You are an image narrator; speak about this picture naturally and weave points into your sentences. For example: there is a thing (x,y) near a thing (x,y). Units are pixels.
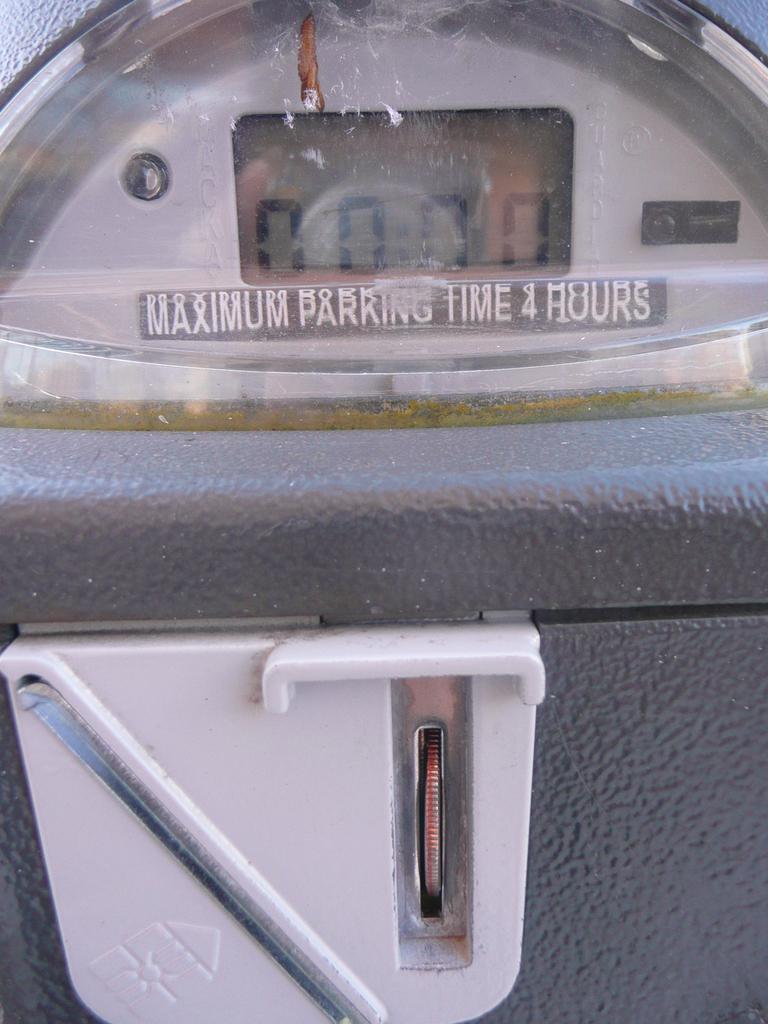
A picture of a meter (444,767). This is a coin inserting area (399,782).
